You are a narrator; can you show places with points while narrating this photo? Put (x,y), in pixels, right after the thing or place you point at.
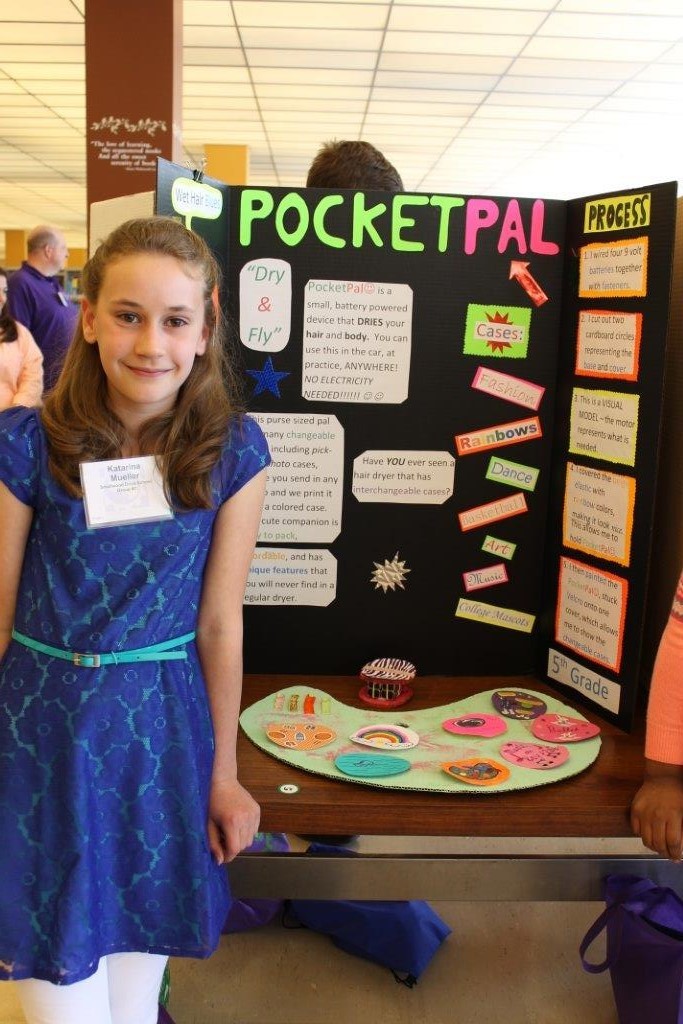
In the left (215,904) a girl (218,892) is standing in front of the table (583,782) on which sheet (503,787) is there. On the right (658,808) a person's hand (633,801) visible. Behind that a board (293,636) is there of handmade. A roof top (514,18) is white in color. The pillars (164,62) of brown and white in color. In the left middle (28,403) two persons (60,306) are half visible. At the bottom (643,991) a bag (617,967) is visible. This image is taken inside a hall (536,937).
